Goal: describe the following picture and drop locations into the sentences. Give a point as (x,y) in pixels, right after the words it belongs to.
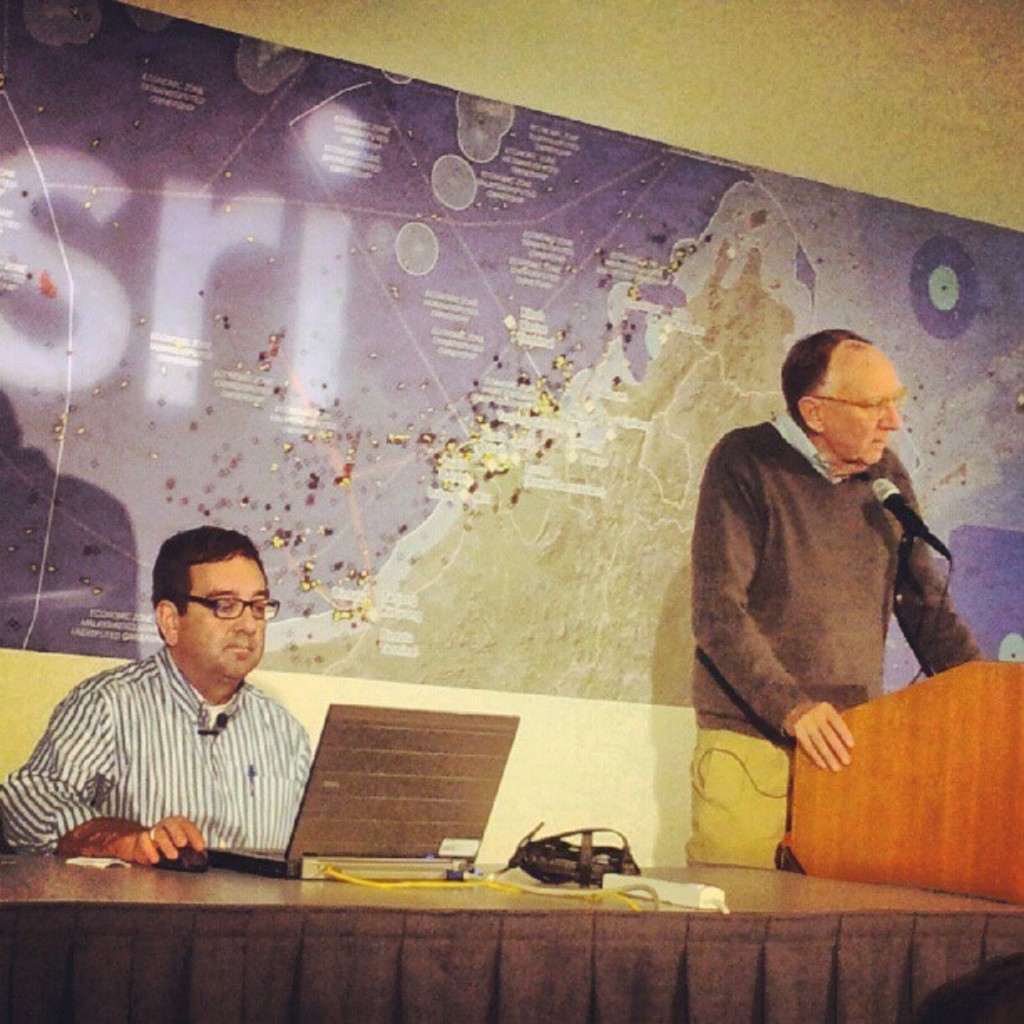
In the image there is a brown color table (844,927), on the table (560,891) there is a laptop (415,775) and a gadget (535,837) on the other side of the table (876,910) there are two people (797,733) one man (763,787) is standing and speaking, the second man (280,809) is operating the laptop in the background (387,372) there is a blue color banner (665,215) and behind it there is a cream color wall (693,115).
